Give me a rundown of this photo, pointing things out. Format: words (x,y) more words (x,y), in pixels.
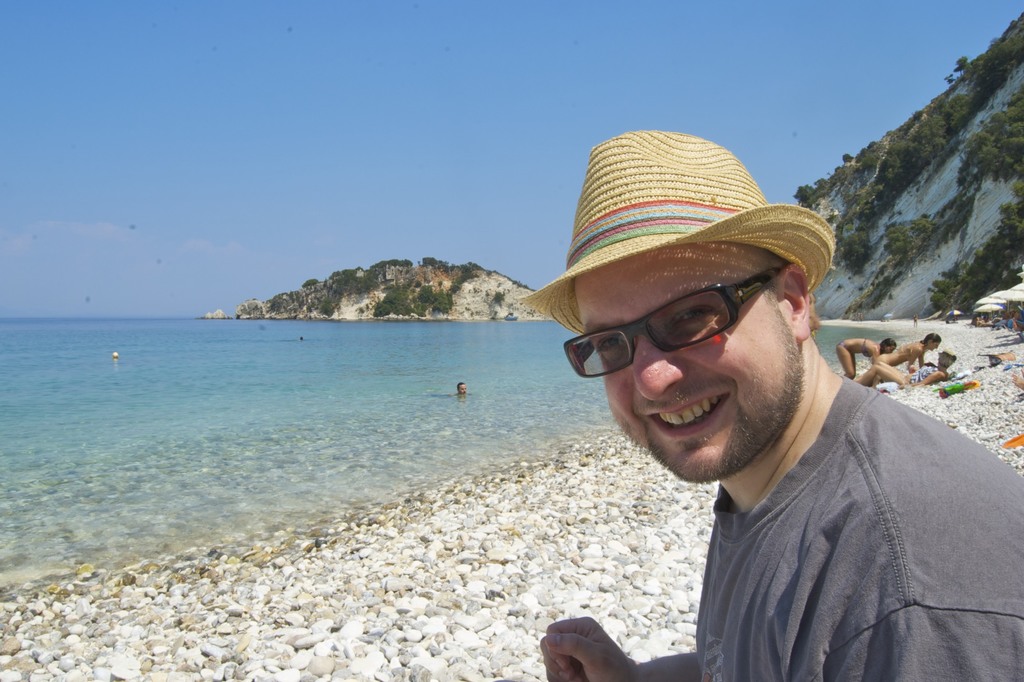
In this picture I can observe a man (787,481) smiling. He is in the beach (682,561). The man (770,350) is wearing spectacles (711,333) and a cream color hat (667,235). In the background (344,384) there is an ocean (290,370). I can observe hills (462,292) and a sky (275,154).
